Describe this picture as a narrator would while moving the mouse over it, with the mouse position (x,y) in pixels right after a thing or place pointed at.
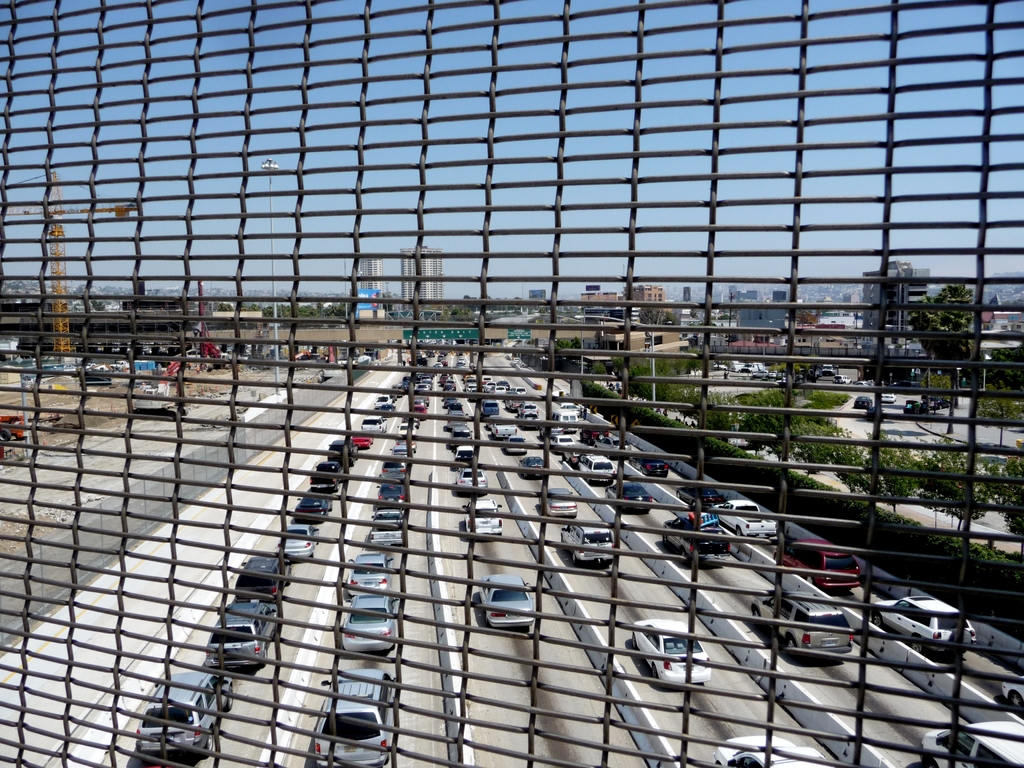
We can see mesh (272,748), through this mesh (458,626) we can see vehicles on the road (432,409), buildings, trees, plants (999,558), crane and sky (183,188).
